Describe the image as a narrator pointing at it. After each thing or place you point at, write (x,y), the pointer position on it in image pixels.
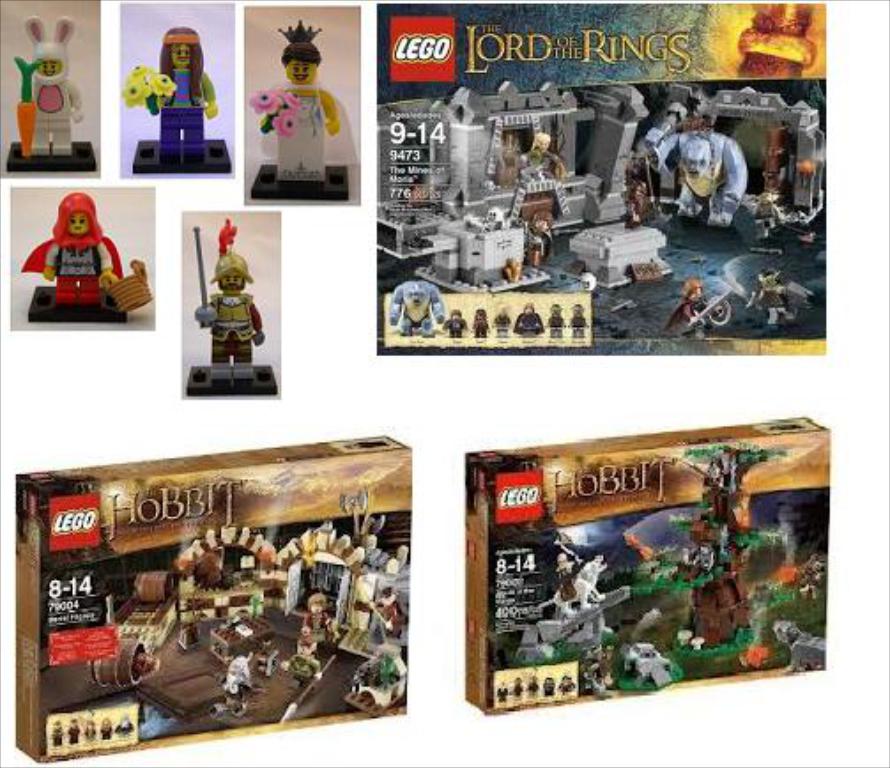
In the image there are boxes (659,578) with images (674,501) and something written on it. And also there is a poster (651,69) with few images (692,147). And there are few toys (46,137).
